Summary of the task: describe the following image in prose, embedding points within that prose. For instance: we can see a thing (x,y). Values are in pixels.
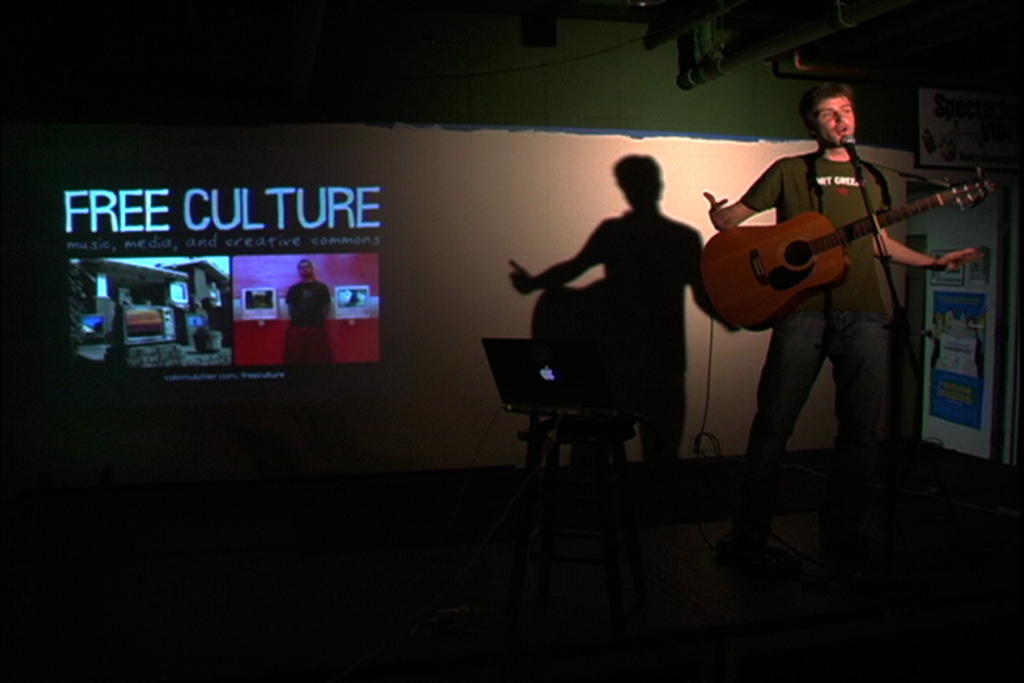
In the image we can see there is a person (844,315) who is standing and holding guitar (749,283) in his hand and on table (567,415) there is laptop (563,393) and at the back (294,324) there is a projector screen (196,264) on which its written "Free Culture".
